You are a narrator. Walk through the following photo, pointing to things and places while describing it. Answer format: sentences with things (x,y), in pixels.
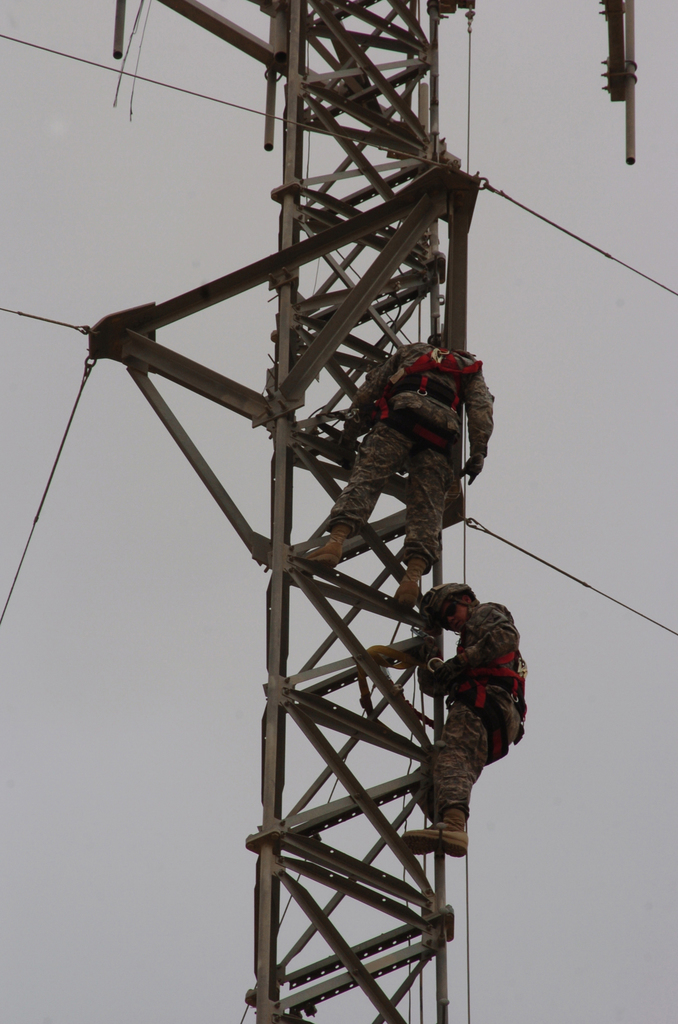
In the middle of the image (371,430) we can see a tower (307,250) and couple of people (437,529), also we can see cables (465,458).
